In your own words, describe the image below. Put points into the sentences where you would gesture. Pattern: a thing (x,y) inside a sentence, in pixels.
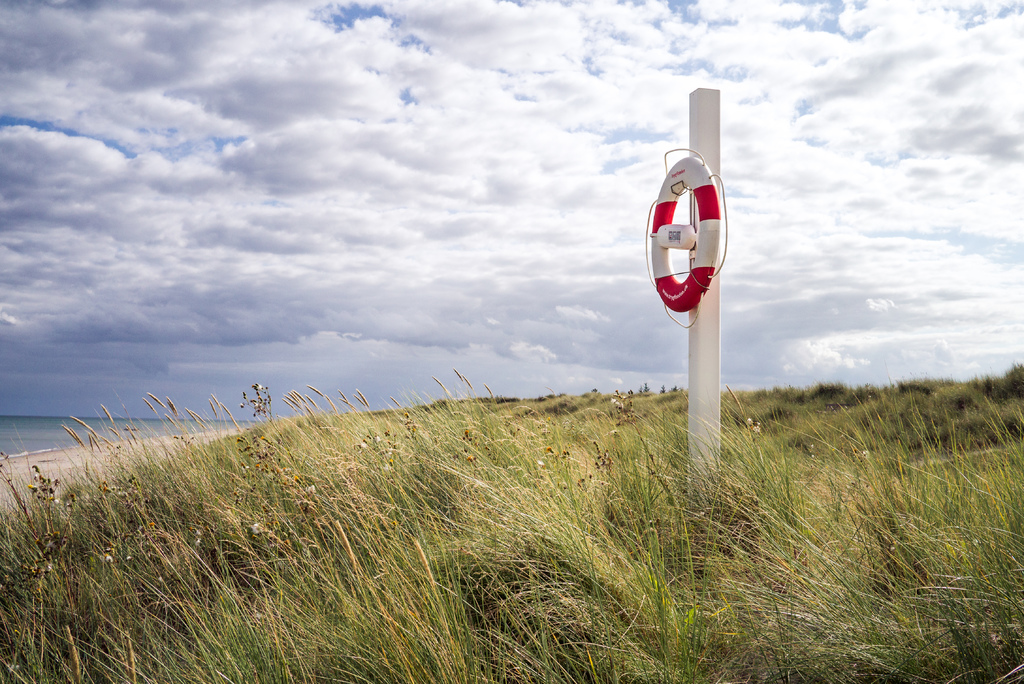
In this image I can see a pole (711,144) and a swim ring (686,282) on a pole (694,201). In the background (259,256) I can see the grass (386,494) and the sky (336,257).
